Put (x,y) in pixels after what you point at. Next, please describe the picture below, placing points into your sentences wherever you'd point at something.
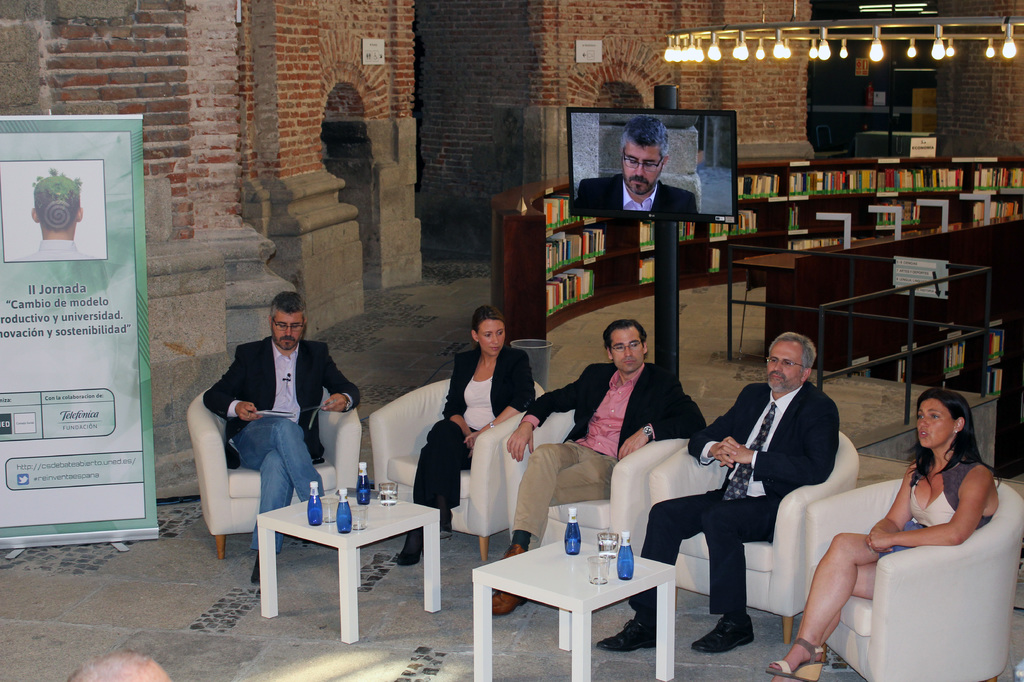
There are so many people (848,594) sitting on chairs (911,592) and table (350,537) in front of them with bottles (342,500). behind them there is a pole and TV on it. At the back (710,266) there is a bookshelves (593,269) with books (1008,202) in it.
